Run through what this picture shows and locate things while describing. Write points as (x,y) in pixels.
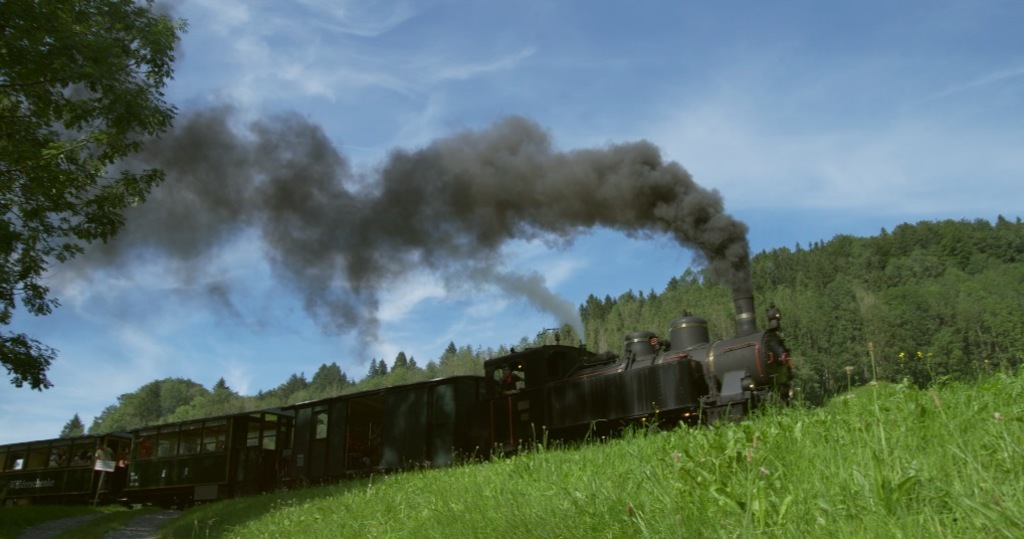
In the image there is a train (737,329) and around the train (148,474) there is a lot of greenery (65,236).
